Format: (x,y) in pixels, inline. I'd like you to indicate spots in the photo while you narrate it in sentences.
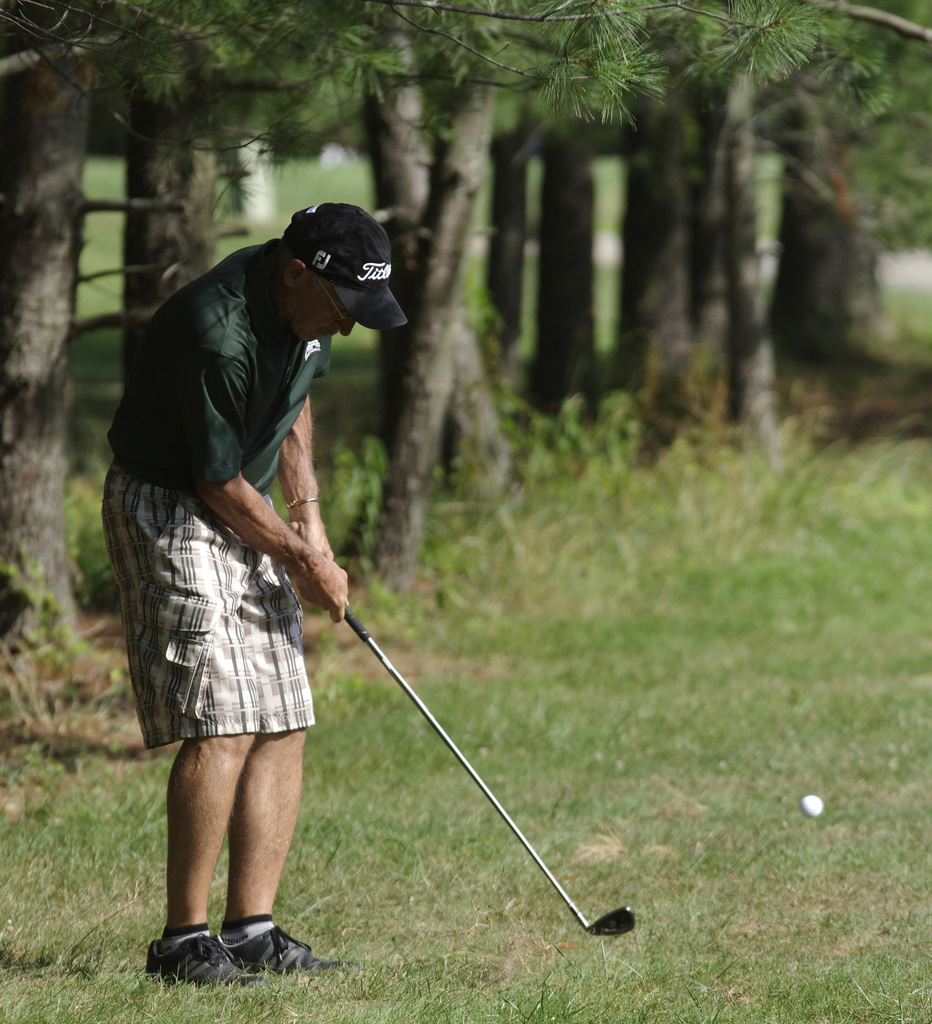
In the foreground of this picture (175,570), there is a man (233,711) holding a golf bat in his hand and in the background (790,818), there is a ball (807,809) in the air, grass (741,639) and the trees (591,223).
